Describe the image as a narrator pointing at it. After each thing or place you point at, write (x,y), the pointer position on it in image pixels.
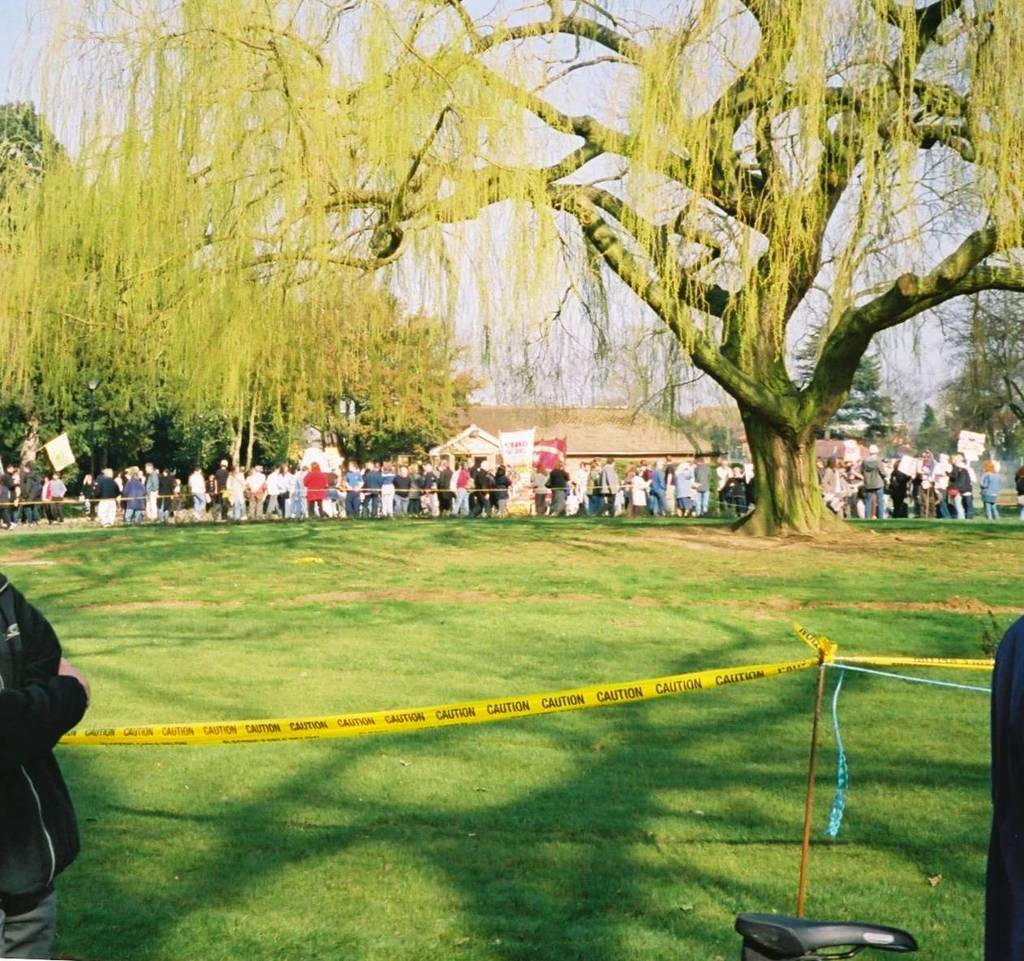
In this picture we can see grass (532,731) at the bottom (506,733), there are some people (956,491) standing in the middle (455,474), in the background (418,441) we can see trees (491,337) and a house (664,446), there is a ribbon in the front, we can see the sky (92,24) at the top of the picture (92,24), there is a flag (53,459) and a hoarding (523,468) in the middle (517,482).
